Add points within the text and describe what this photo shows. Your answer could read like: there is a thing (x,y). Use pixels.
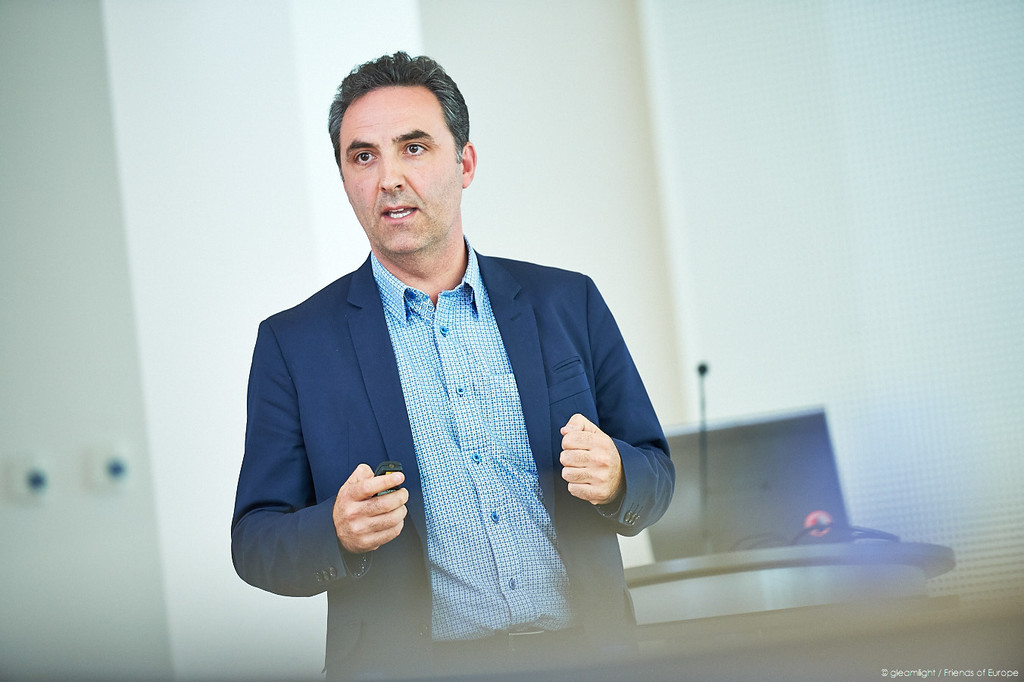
In this image I can see a man (486,333) is standing. I can see he is wearing a shirt (459,379), a blazer (375,336), a belt (528,637) and I can also see he is holding an object (398,468). In the background (695,573) I can see a table (874,551) and on it I can see a mic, a laptop (736,535) and few wires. On the left side of the image (26,473) I can see few things (15,487) on the wall (139,426) and I can also see this image is little bit blurry. On the bottom right side of the image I can see a watermark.
